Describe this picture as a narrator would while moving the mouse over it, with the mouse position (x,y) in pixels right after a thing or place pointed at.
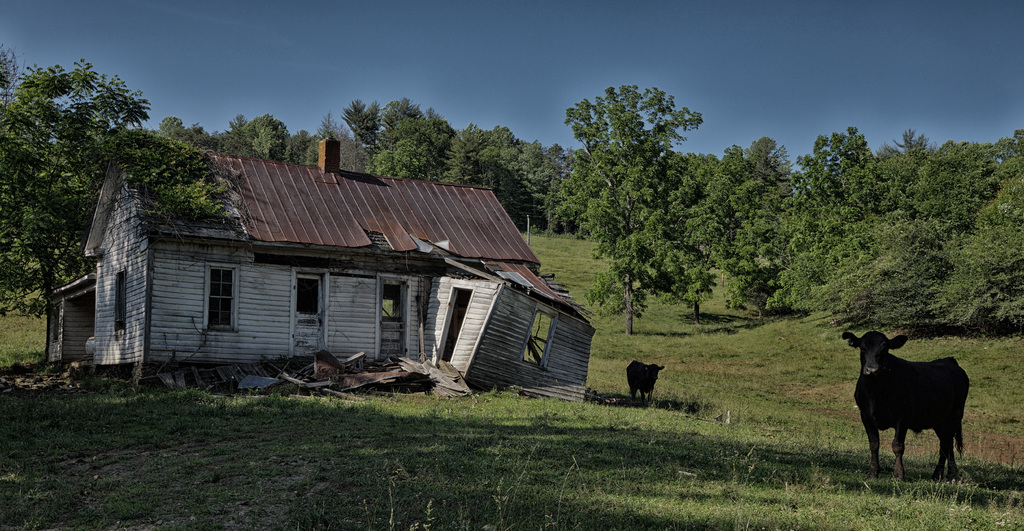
In the image there is a destructed wooden house (297,264) and around the house (138,339) there is a lot of greenery (553,229) and two animals (645,386).
